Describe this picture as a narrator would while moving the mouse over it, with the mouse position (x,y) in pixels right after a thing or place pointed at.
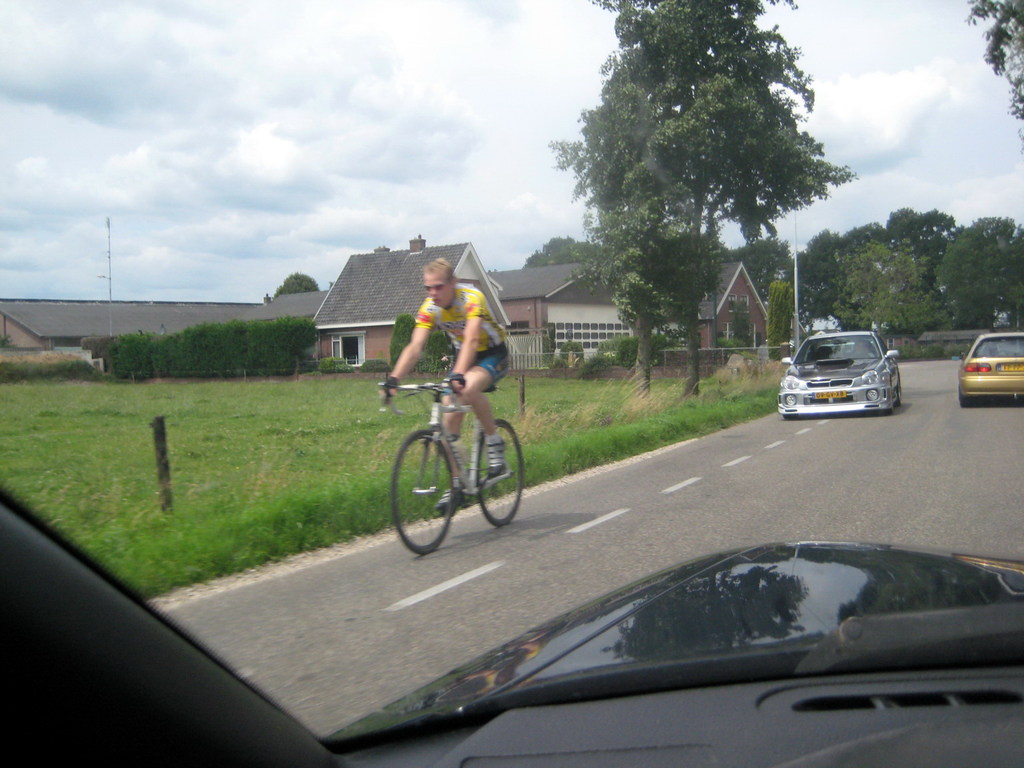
There is a person (425,283) riding bicycle (445,469) and we can see vehicles (854,352) on the road (915,387) and grass (256,396). In the background (230,324) we can see houses (559,323), plants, poles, trees (631,127) and sky (269,199) with clouds (459,185).
